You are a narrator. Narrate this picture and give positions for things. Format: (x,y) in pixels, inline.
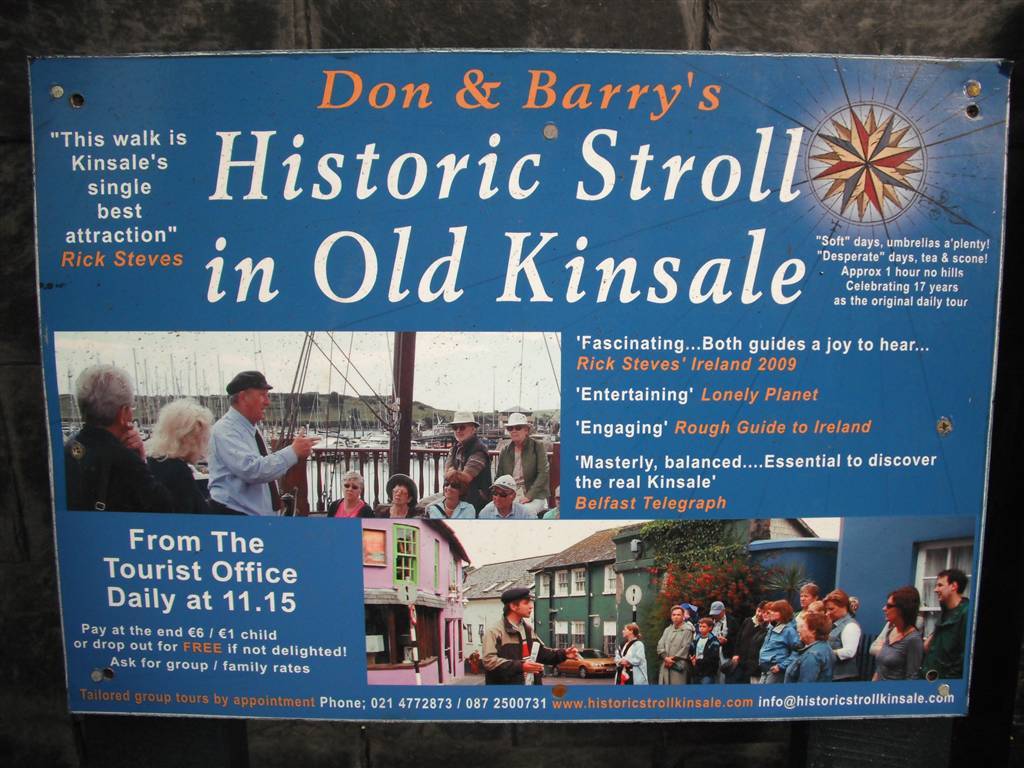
In this picture we can see a board (653,468) on the wall (11,172) and on the board (434,552) there are some people (845,614) standing and some people (395,504) are sitting. On the board (428,434) it is written something and a logo (833,172).
